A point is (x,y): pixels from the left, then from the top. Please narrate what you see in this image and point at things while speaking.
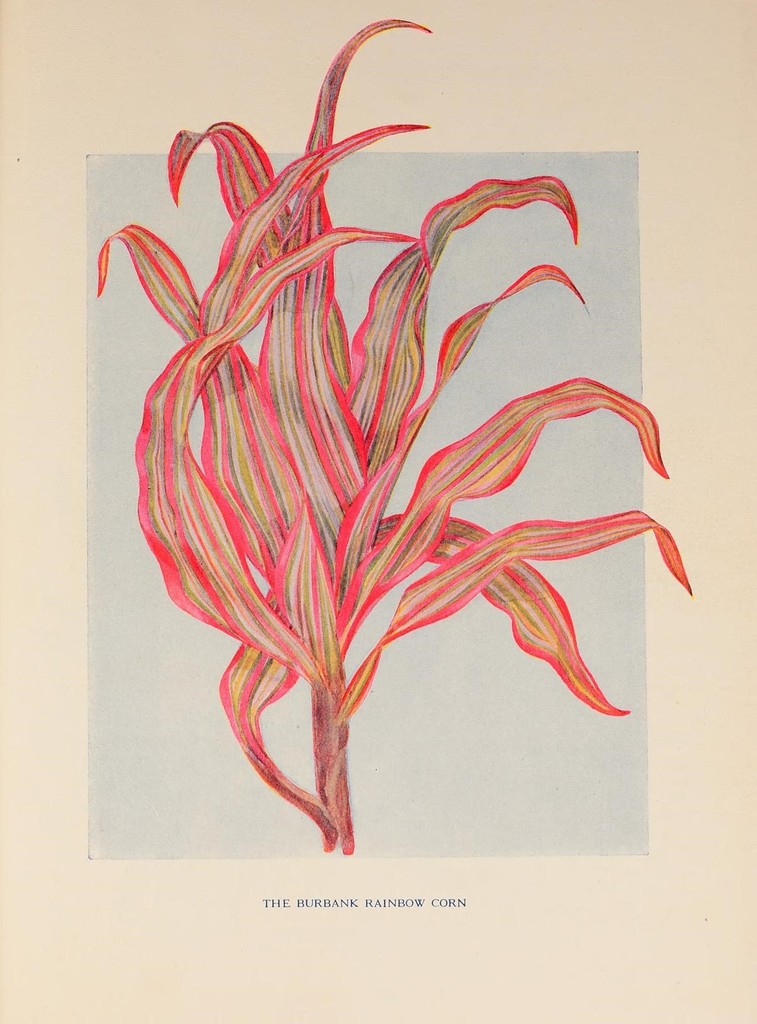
In this picture we can see a pink plant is drawn on the white paper (570,439). On the front (363,909) bottom side we can see "The Burbank Rainbow Corn" is written.
